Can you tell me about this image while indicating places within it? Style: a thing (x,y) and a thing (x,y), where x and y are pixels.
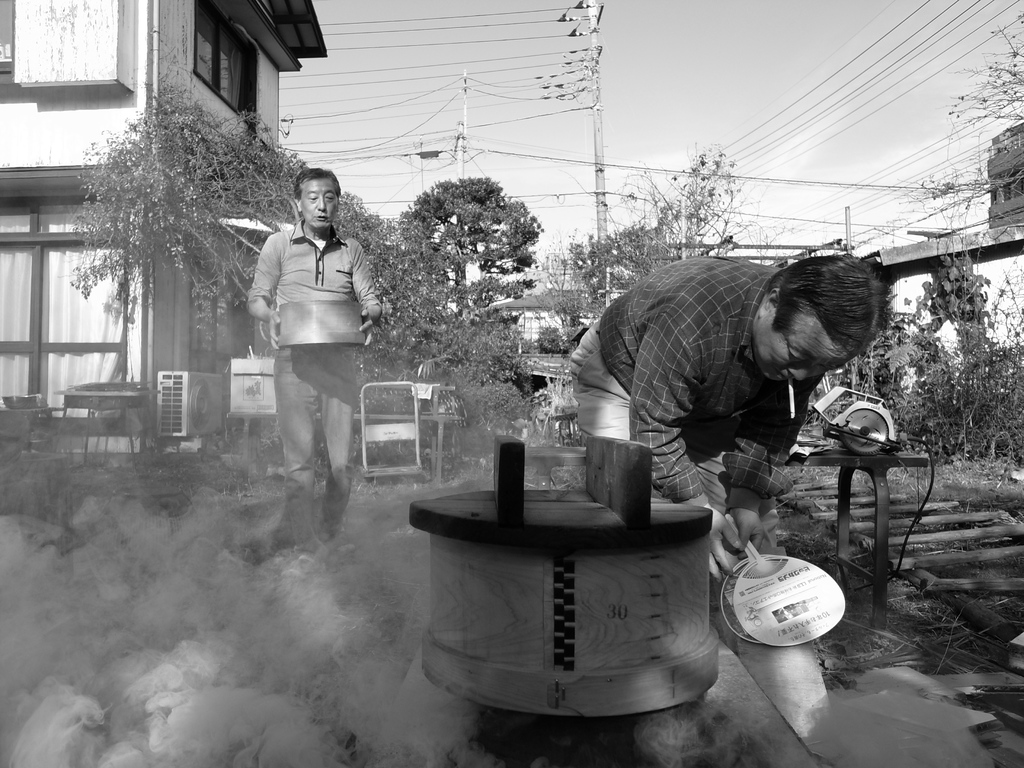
There are two men (782,406) here. In front of them there is a lot of smoke (200,672) here which is coming from a wooden tub (555,628). In the background (471,291) there are some trees (438,243), poles (591,53), building (233,43) and a sky (649,52) here.
